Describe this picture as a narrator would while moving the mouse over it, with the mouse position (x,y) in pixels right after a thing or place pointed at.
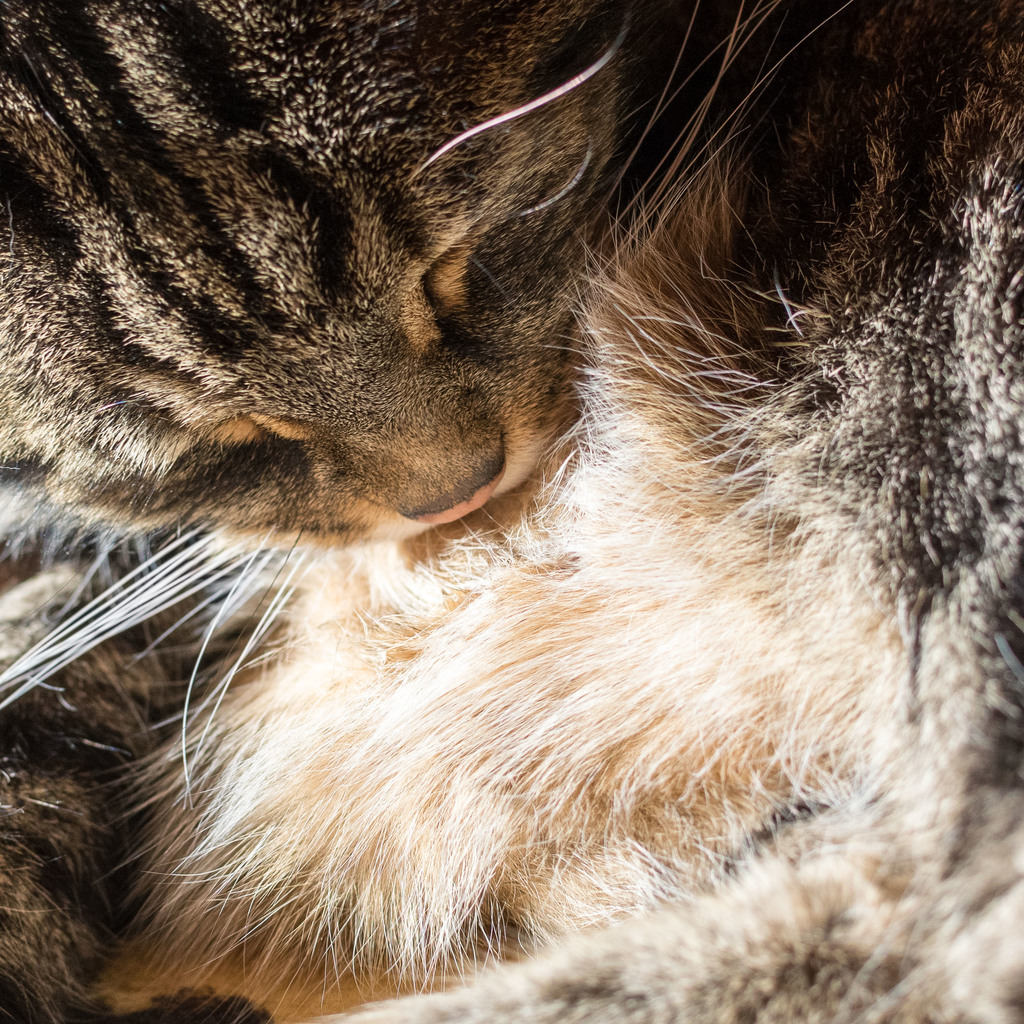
In this picture we can see a close view of the cat mouth (303,524).
